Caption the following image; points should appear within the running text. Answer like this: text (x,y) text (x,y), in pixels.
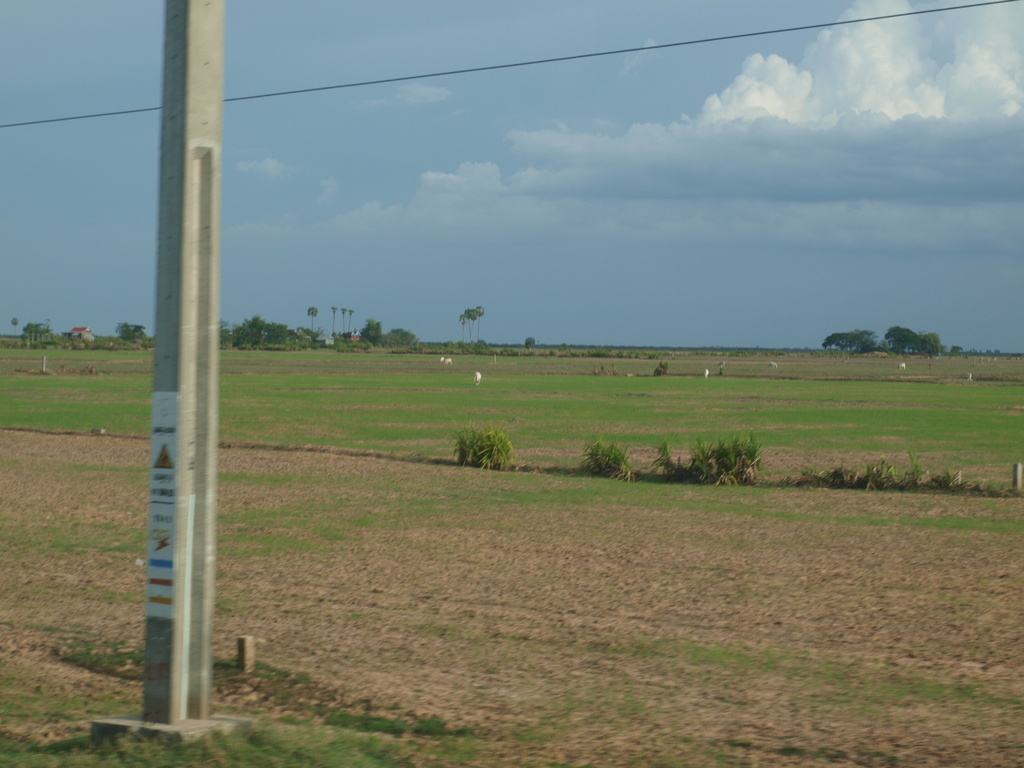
In this image there is a pole (154,702) on the land (564,578) having some grass (577,495) and plants (487,451). There are animals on the land (655,390). Background (21,327) there are trees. Top of the image (477,171) there is sky (586,163) with some clouds (798,184).
